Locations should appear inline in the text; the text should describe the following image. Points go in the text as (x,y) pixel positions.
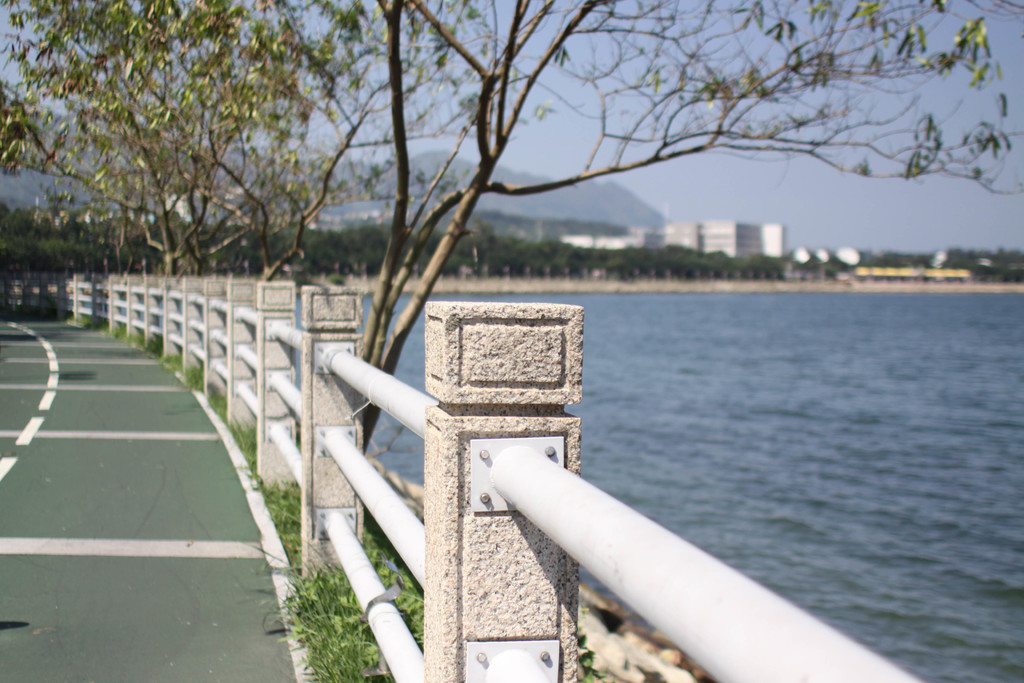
In this image in the center (348,389) there is railing (641,561) and some pillars (314,483), and on the right side of the image (853,475) there is a river (951,311). And on the left side of the image (76,465) there is a walkway (94,550) and some grass (375,648), and in the background (263,245) there are some trees (79,222), buildings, mountains (31,200) and at the top (842,161) there is sky (767,144).
